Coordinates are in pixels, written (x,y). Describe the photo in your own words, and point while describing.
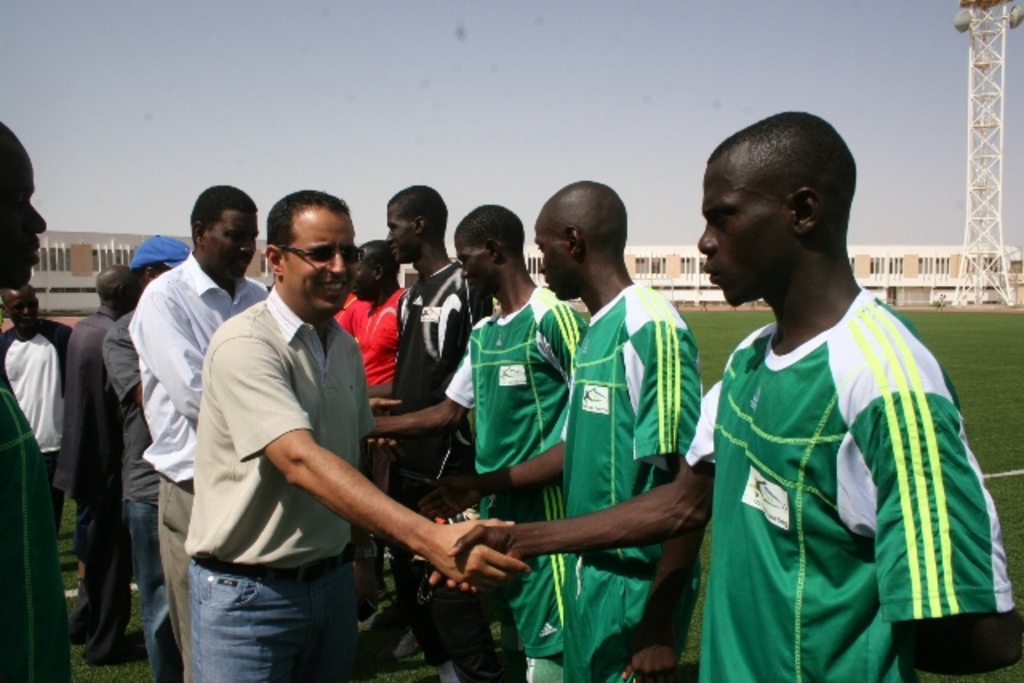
In this image we can see few persons (401,481) are standing and among them a man (386,519) on the left side (341,366) is giving shake to a man (820,482) on the right side (772,466). In the background (880,291) we can see buildings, tower (983,147) on the right side (974,98), grass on the ground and sky (504,14).
